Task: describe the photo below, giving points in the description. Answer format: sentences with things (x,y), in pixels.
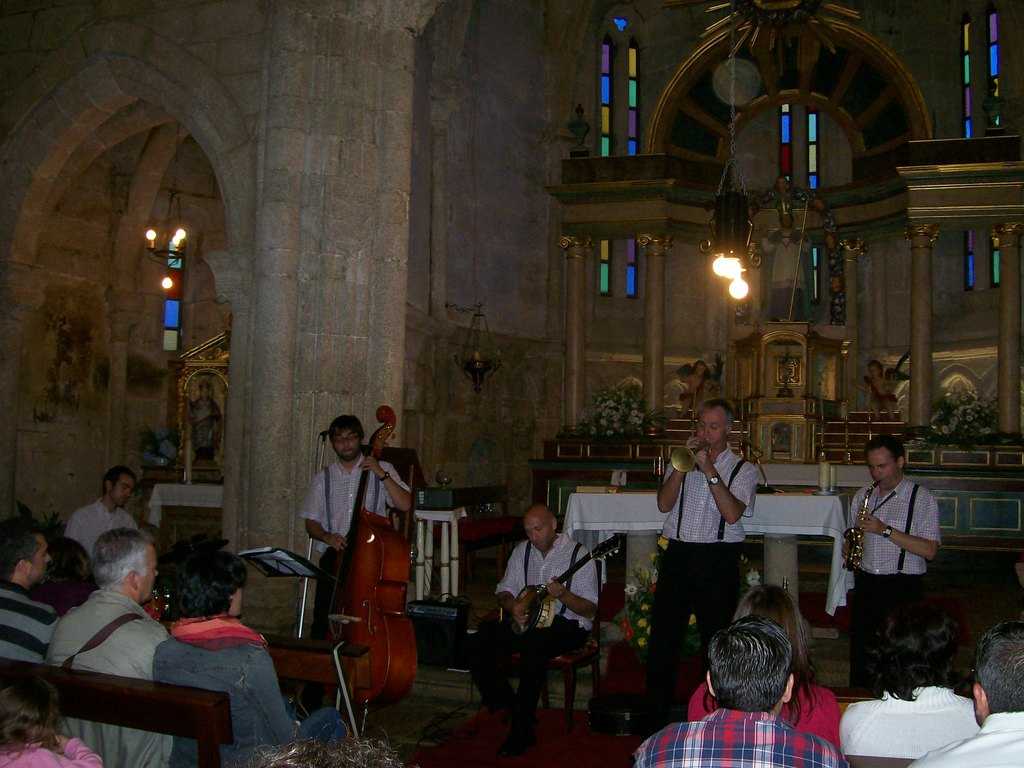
There is a music band (336,556) here in which four of them were playing four different musical instruments (696,444) in their hands (876,523). There are some people (168,672) sitting on the benches (308,675) and watching them. In the background (753,252) there is a light (745,285) and some idols (779,306) here. We can observe a wall (399,206) here.
